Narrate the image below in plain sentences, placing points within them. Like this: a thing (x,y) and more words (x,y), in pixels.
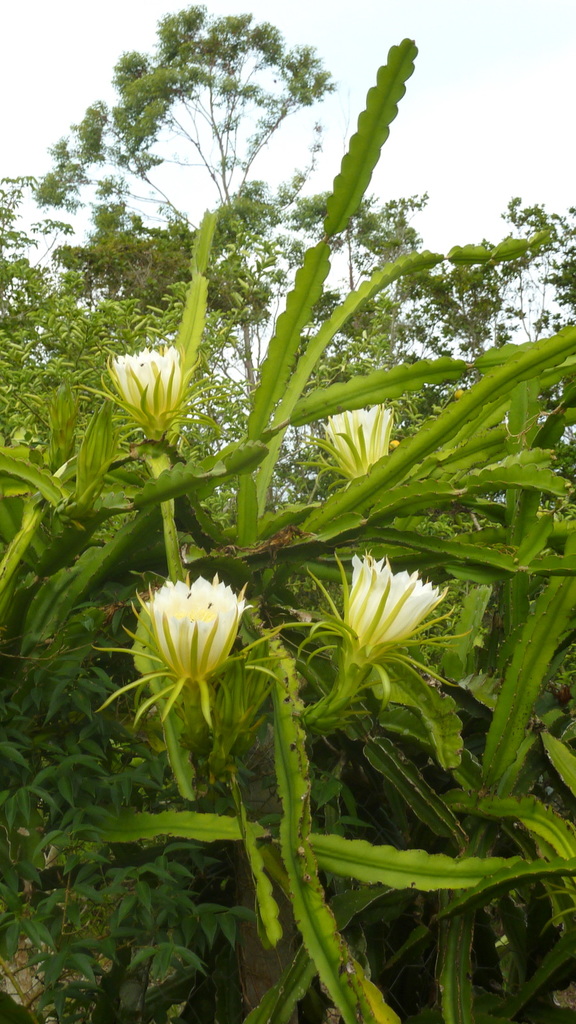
In this image there are few flowers (356,663), trees (301,584) and the sky (246,112).
